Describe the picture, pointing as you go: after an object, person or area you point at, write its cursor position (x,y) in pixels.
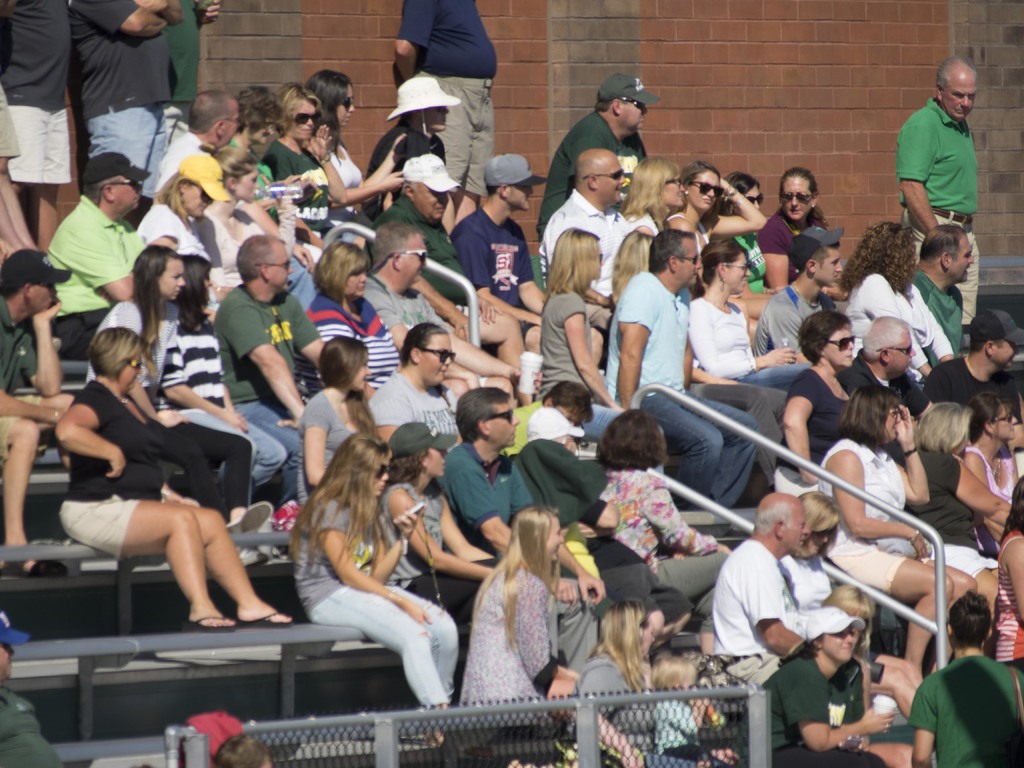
In this image few persons (490,517) are sitting on the benches (258,641) which are on the stairs (210,699) having fence (340,720). Few persons (926,169) are standing. Behind them there is a red brick wall (615,69). Bottom of image (166,745) there is a fence (284,761).
